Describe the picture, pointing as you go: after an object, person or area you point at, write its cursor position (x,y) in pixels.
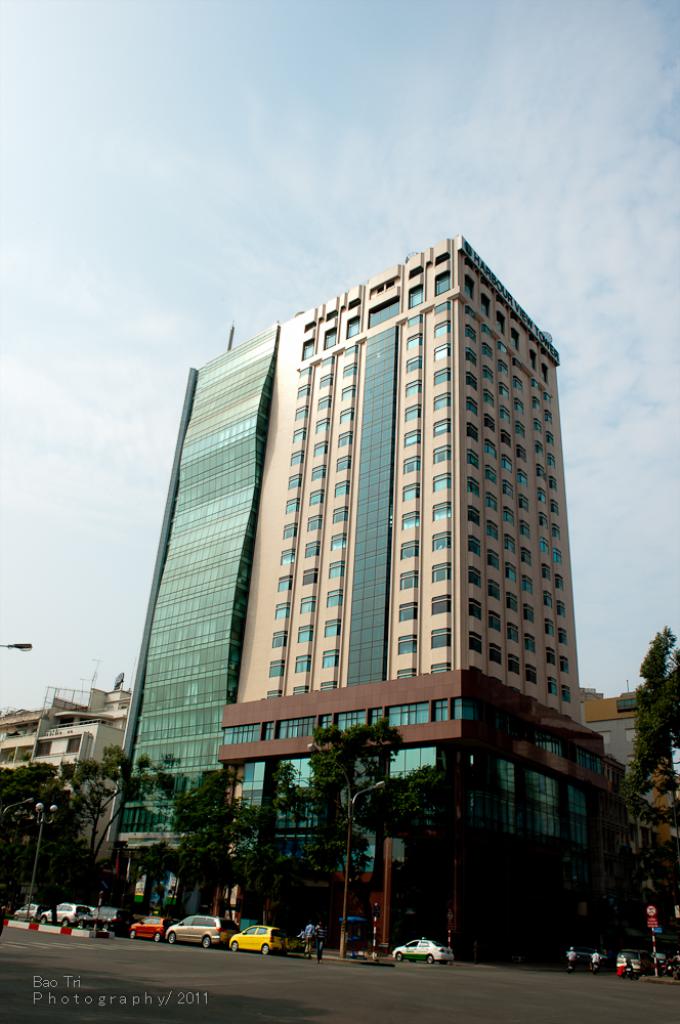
In this picture I can see buildings (446,739), trees (640,733) and few cars (209,928) and vehicles (633,958) on the road (183,983) and I can see text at the bottom left corner of the picture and I can see cloudy sky (431,238).
